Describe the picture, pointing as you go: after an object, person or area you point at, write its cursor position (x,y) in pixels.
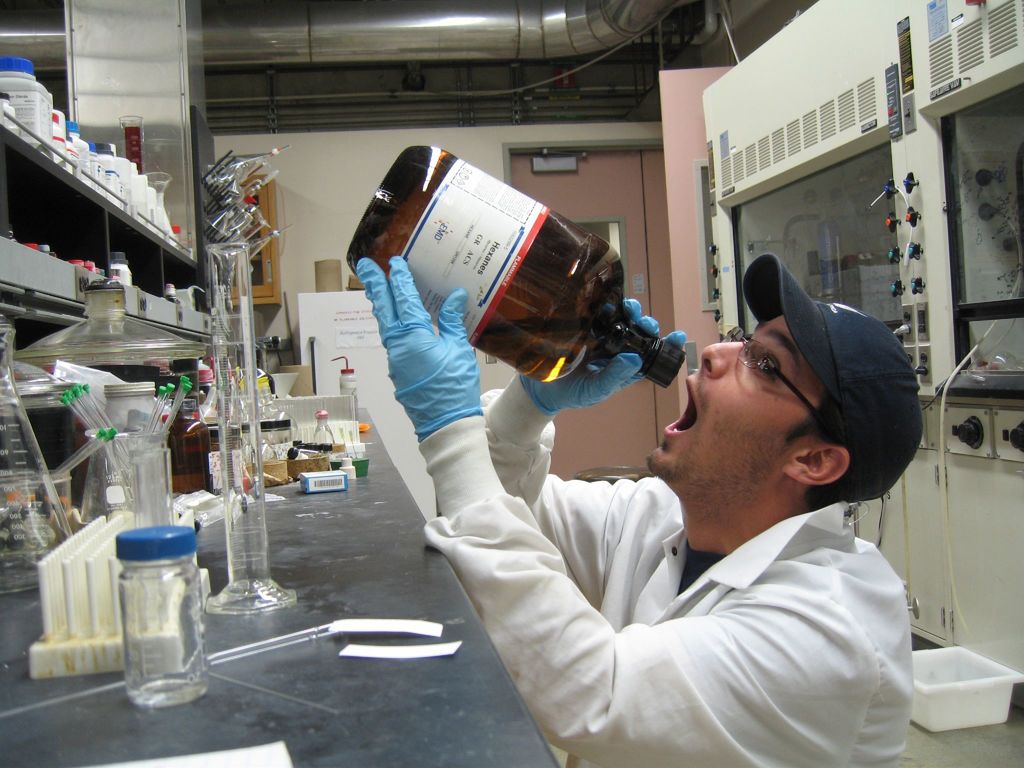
In this picture there is a man (572,501) holding a bottle (652,370) in his hand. There is a bottle (127,587), flask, tray rack (84,574). There is a pipe (463,41), device (872,197) at the background (829,274).
